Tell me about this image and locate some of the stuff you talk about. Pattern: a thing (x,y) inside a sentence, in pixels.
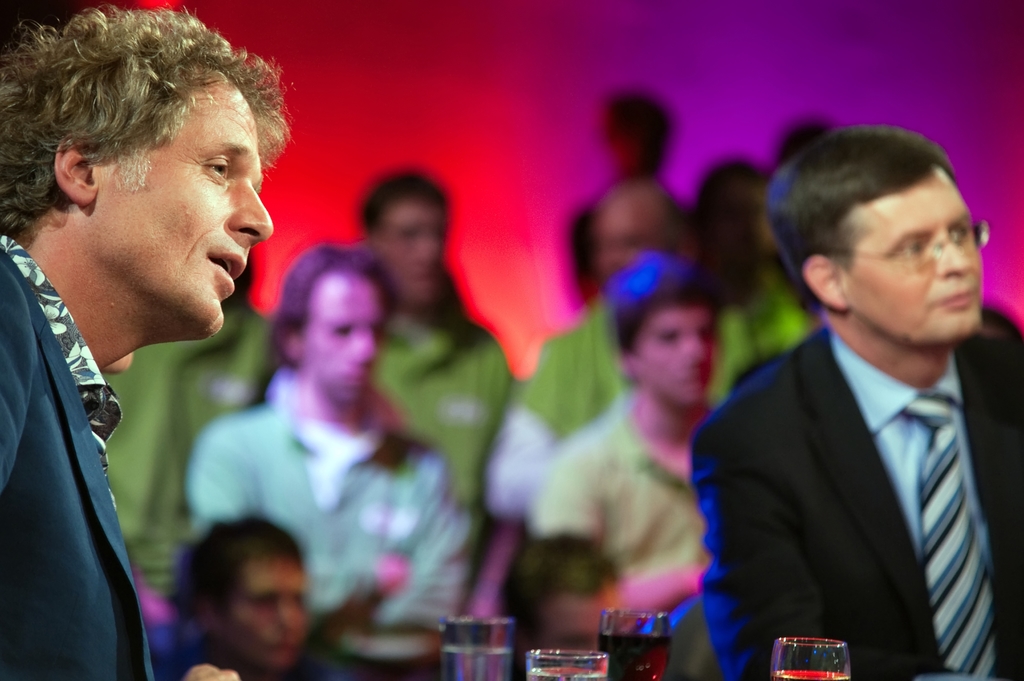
In this image at the center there is a table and on top of it there are glasses (476,644). Beside the table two people (91,443) are sitting. At the back side (545,422) few people (463,354) sitting. At the background (450,126) there is a screen (505,53).
